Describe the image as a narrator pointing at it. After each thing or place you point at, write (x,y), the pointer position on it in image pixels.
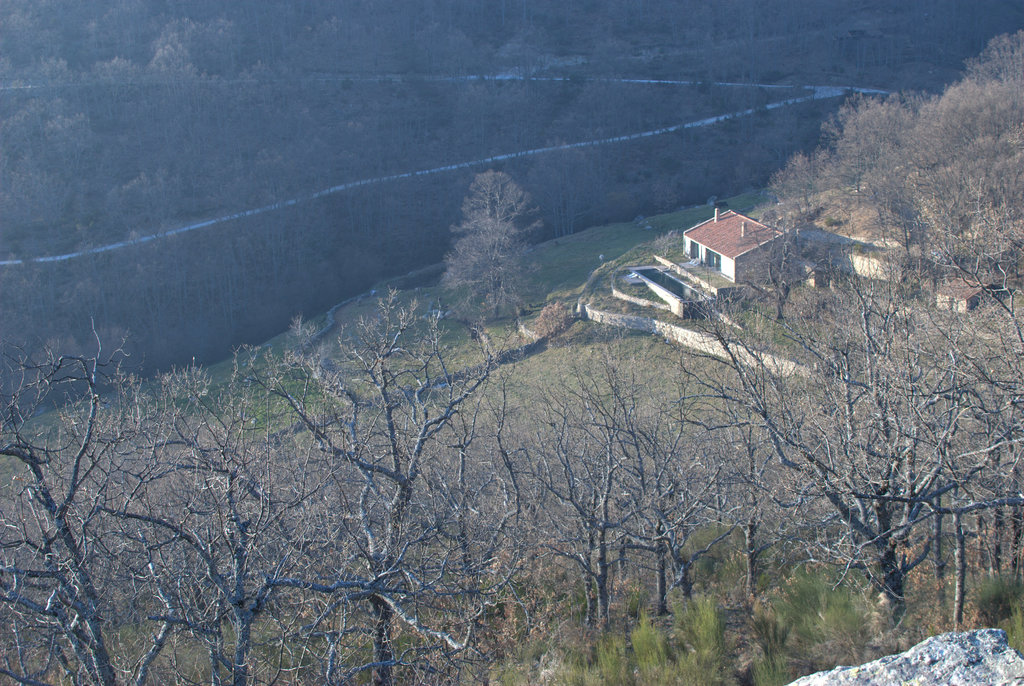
In this image there are trees (781,201) and we can see a shed (754,233) and there is a road (579,145).
